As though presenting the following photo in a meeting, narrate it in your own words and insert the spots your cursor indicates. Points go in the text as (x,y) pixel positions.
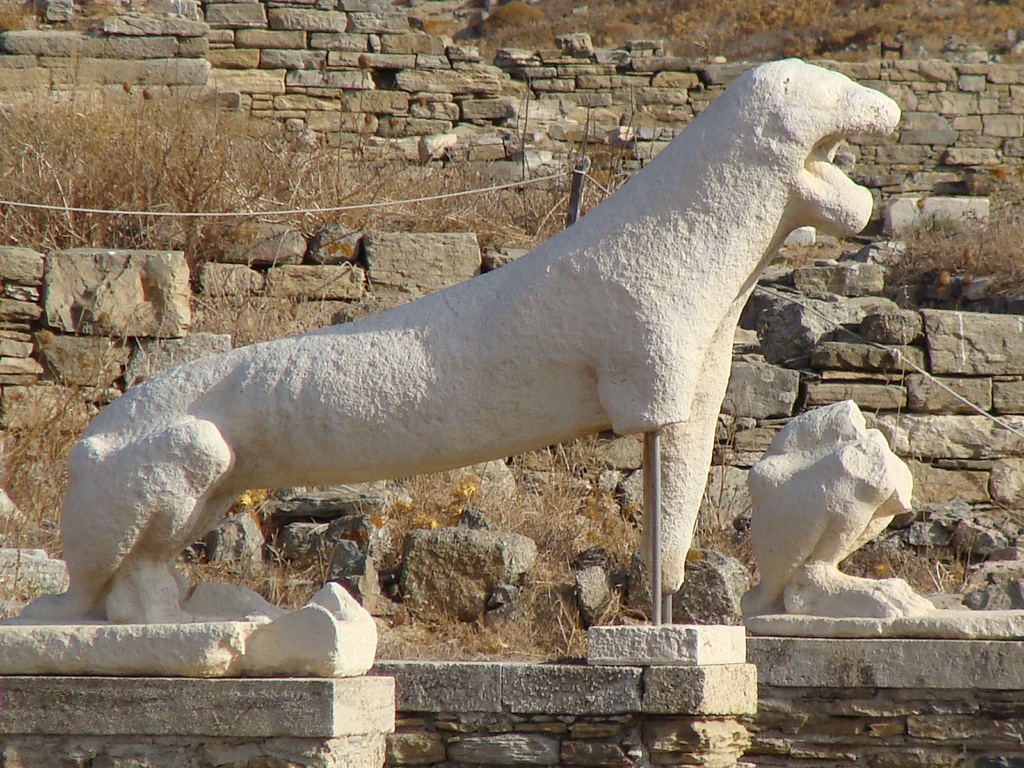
In this image I can see few white colour things (701,242), grass (2,183), a wire (342,209) and number of stones (72,377).
